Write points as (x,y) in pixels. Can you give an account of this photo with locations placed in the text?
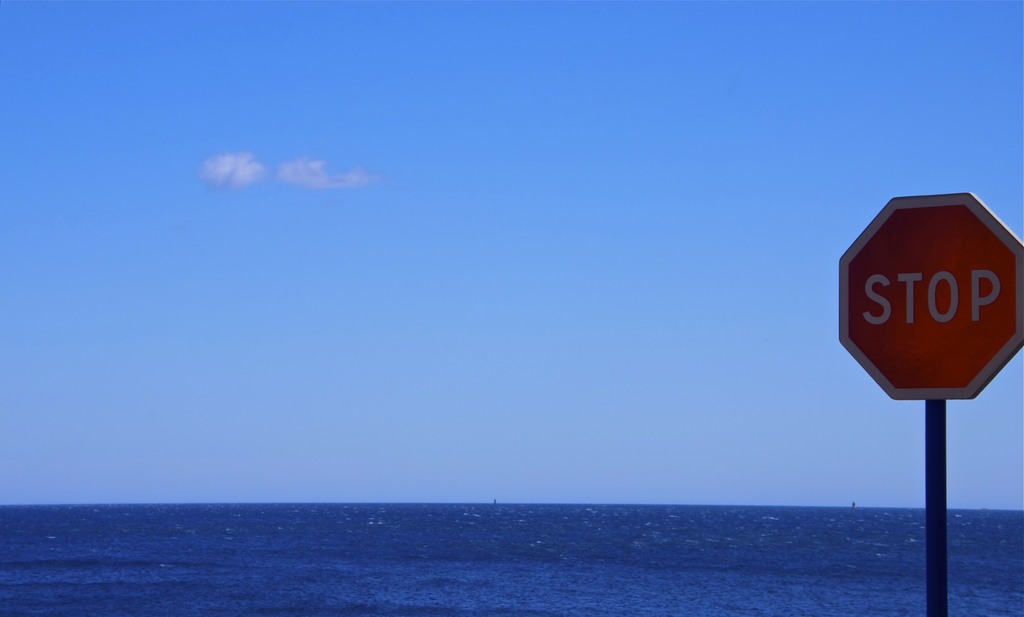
In this image I can see the water (357,551) which are blue in color, a black colored pole (938,442) and a red color stop board (985,310) attached to the pole (932,405). In the background (760,300) I can see the sky (526,300) which is blue in color.
